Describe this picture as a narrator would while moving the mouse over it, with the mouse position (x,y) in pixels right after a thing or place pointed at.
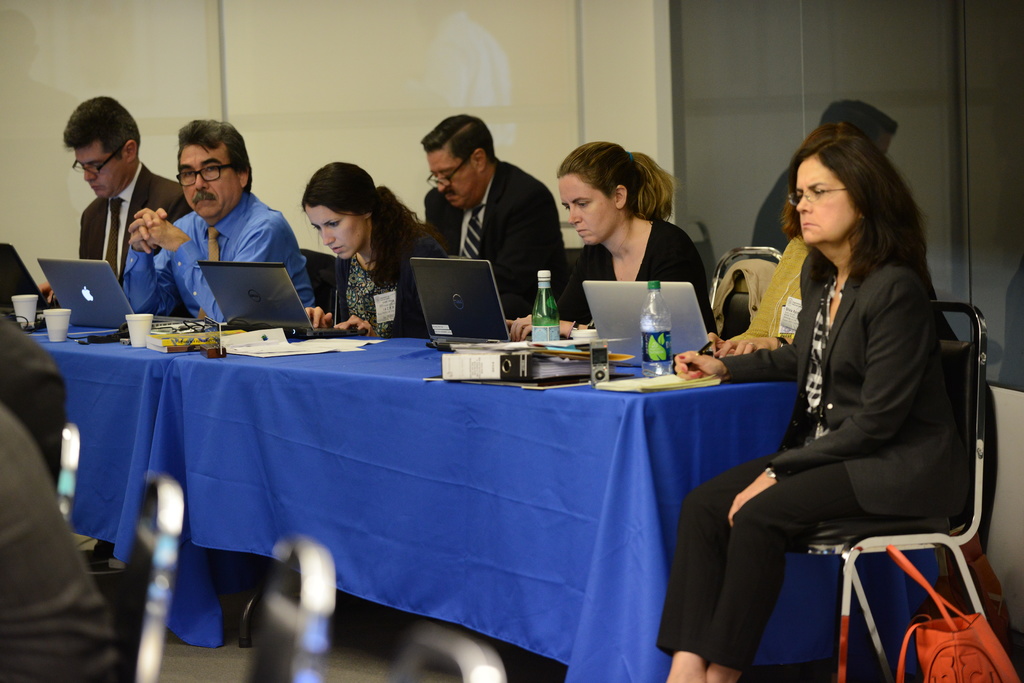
In the picture we can see six people (816,452) sitting on a chairs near the table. The table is covered with table cloth (629,511) which is blue in color on it we can see a five laptops (592,296) and bottles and glasses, and some papers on it. In the background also we can see a person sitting on the chair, and a wall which is white in color and some part is dark in color.
